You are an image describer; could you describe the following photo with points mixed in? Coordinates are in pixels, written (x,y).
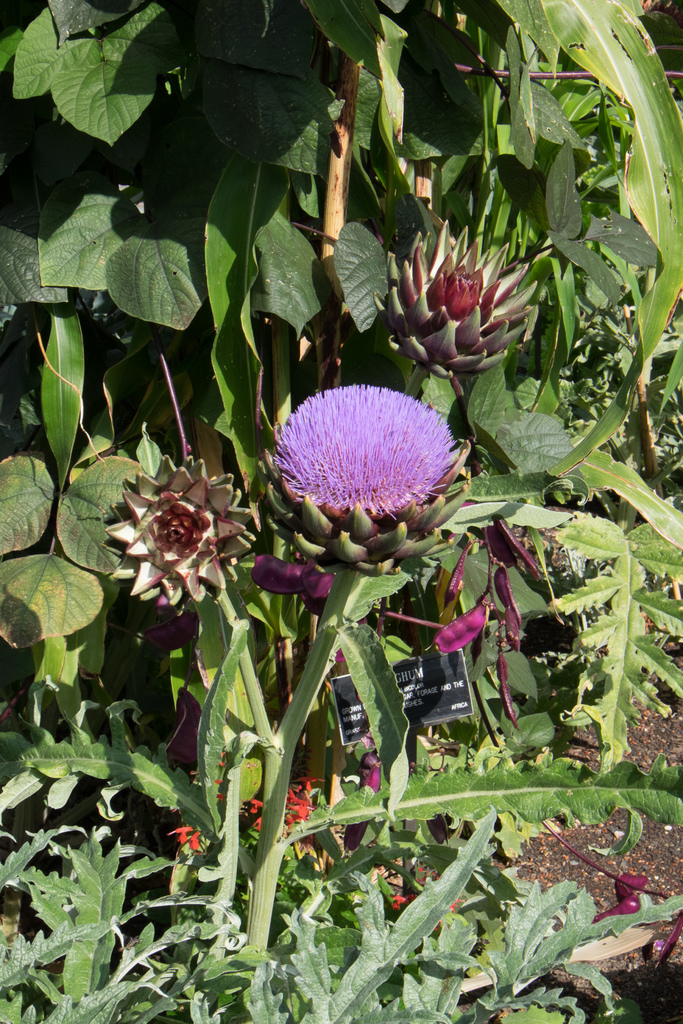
In this image I can see few purple and white color flowers (356,474). Background (221,108) is green color.
